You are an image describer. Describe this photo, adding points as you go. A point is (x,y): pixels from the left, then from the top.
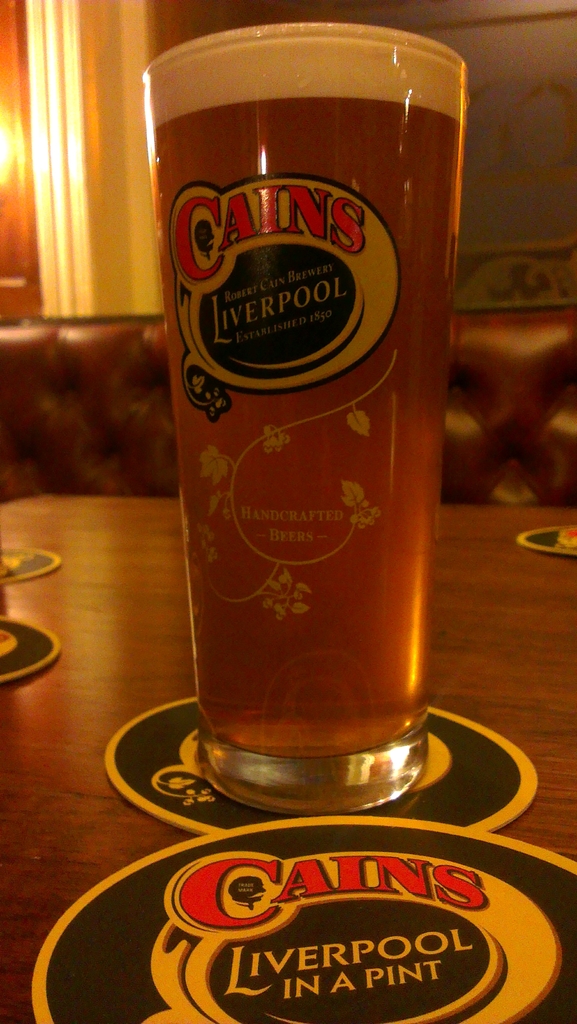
In this image I can see a glass (319,425) and some objects (245,810) on a wooden surface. In the background (516,97) I can see a wall (477,111) and some other objects (54,389).
